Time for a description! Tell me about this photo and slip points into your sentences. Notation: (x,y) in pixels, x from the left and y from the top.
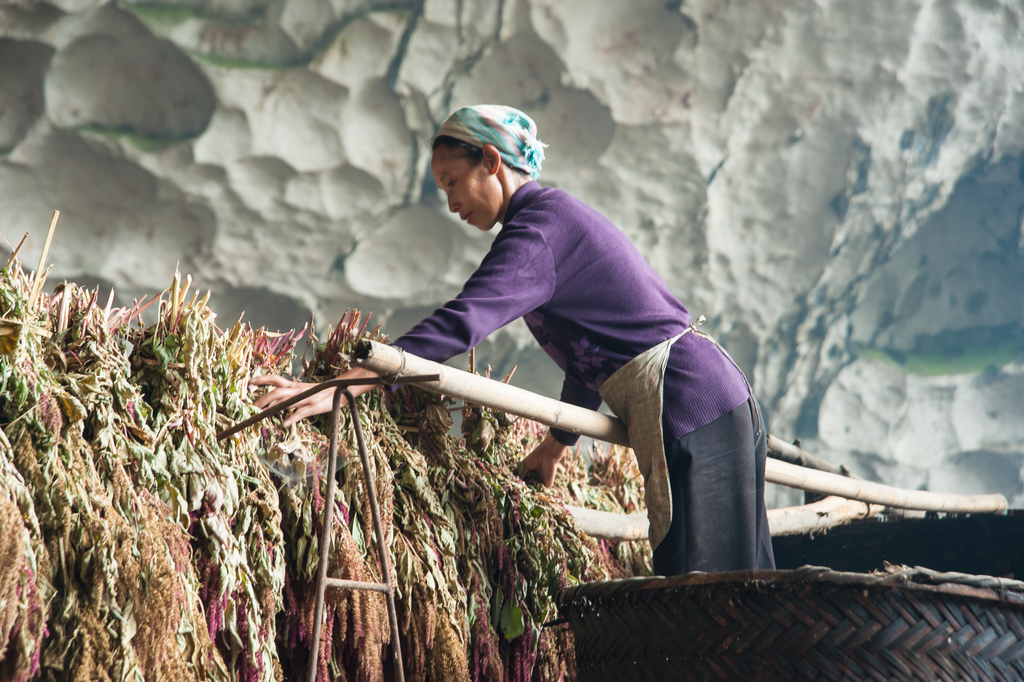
On the right side (694,393), there is a person (686,376) with a violet color T-shirt (609,240), holding dry leaves (410,400) which are on a wooden pole (495,388). Beside her, there is another wooden pole (1004,503) and this person (632,392) is on a wooden object (714,633). In the background (968,119), there is a mountain (579,101).
